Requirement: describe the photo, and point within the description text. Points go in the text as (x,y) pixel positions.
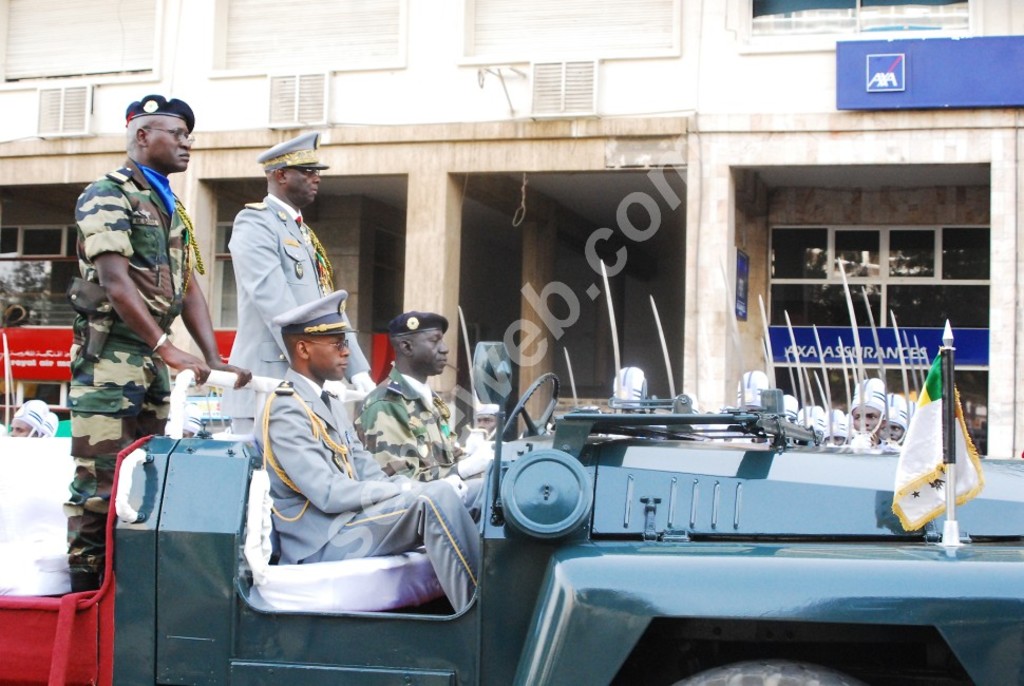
In the picture we can see a army vehicle (701,663) which is blue in color with a flag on it and two army people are sitting near the steering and two people (87,532) are standing at the back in the vehicle (796,457) and beside the vehicle (847,618) we can see some people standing in the uniforms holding swords (845,289) near the building (523,37).
